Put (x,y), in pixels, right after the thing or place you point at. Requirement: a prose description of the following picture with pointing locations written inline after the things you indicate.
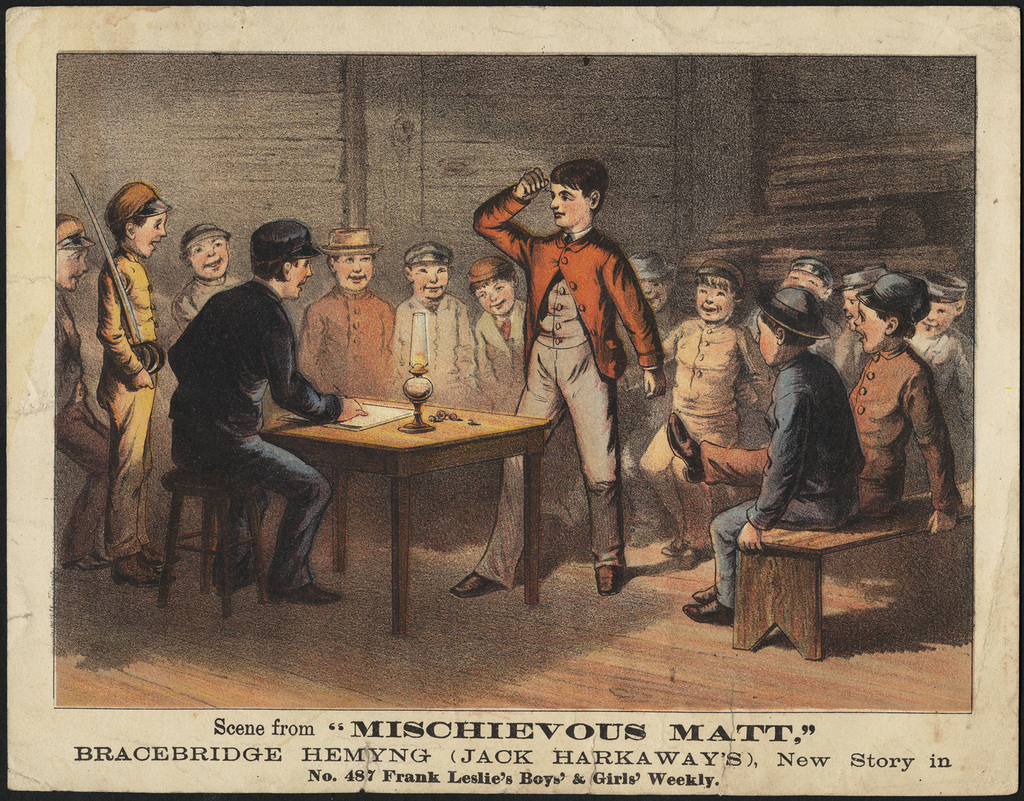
There is a poster (234,492), which is having a painting (540,248). In which, there is a person (270,387) sitting on a stool (194,485), in front of a table (423,411), on which, there is a book (386,414) and an object (415,401). Beside him, there are children (122,270) standing and smiling on the floor (448,553), near a person (592,379) who is standing and other two persons (908,404) who are sitting on a bench (868,520). In the background (130,135), there is wall (393,273).
